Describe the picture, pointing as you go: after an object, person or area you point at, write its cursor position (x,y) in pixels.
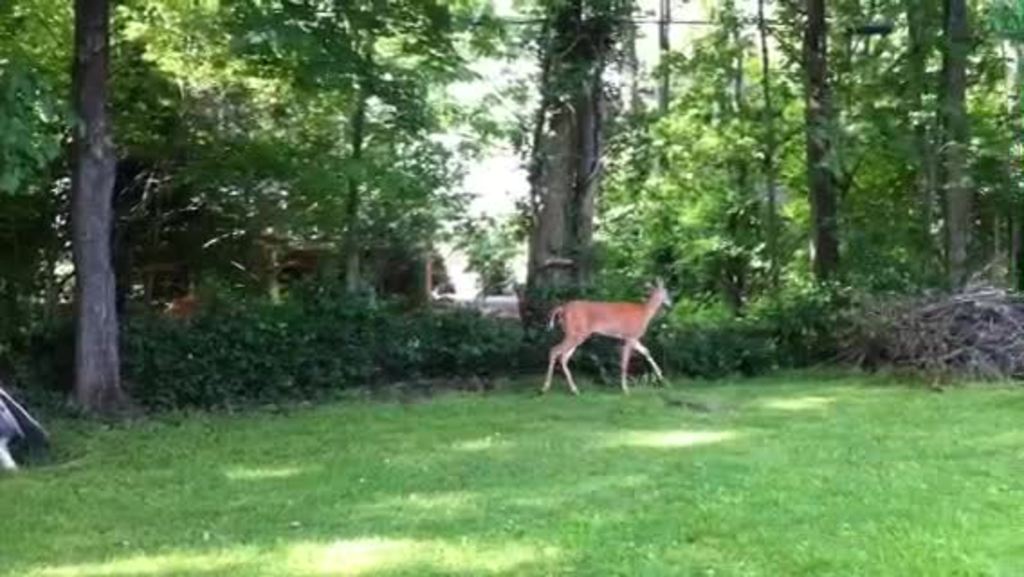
This image consists of a deer (550,322) walking. At the bottom (576,493), there is grass (353,470). In the background (422,234), there are many trees (284,234).
